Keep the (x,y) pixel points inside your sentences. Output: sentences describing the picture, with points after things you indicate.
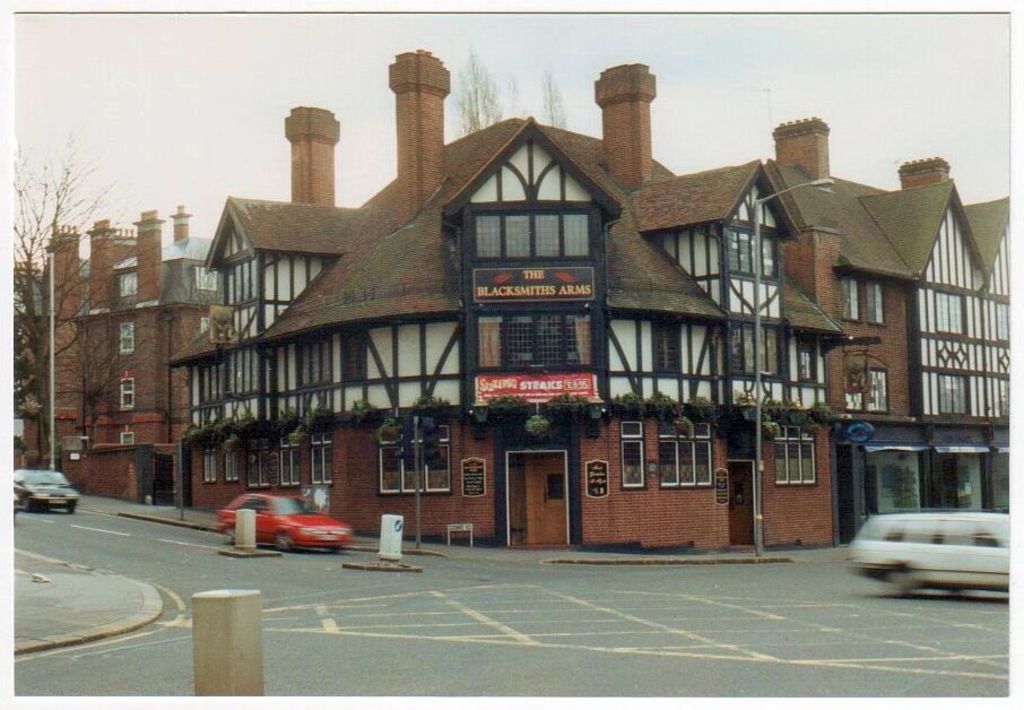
This is a street view of a building (397,184) I can see some boards (574,297) on a building (601,348) with some text (511,380). I can see a dried tree (24,339) on the left hand side of the image (20,302). I can see a road (265,563) at the bottom of the image (340,665). I can see some cars (325,533) on the road (232,562), I can see some pillar like objects (244,547) at the bottom of the image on the road (182,528).
